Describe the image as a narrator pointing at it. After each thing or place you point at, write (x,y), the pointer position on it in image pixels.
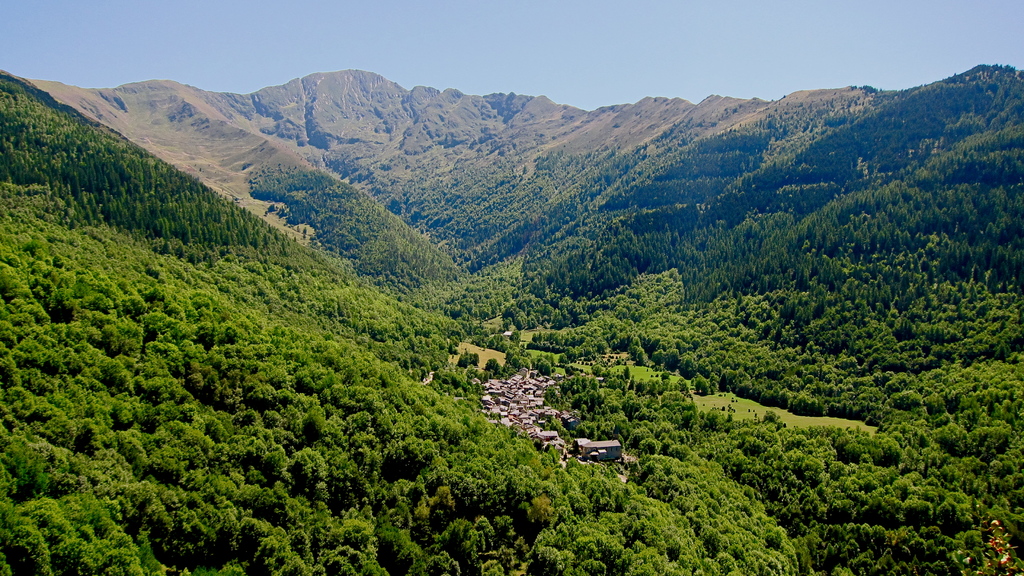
In this picture I can see there are few mountains (72,109) and there are few buildings (535,416) here and the mountains (272,366) are covered with trees (539,366) and the sky (238,3) is clear.
